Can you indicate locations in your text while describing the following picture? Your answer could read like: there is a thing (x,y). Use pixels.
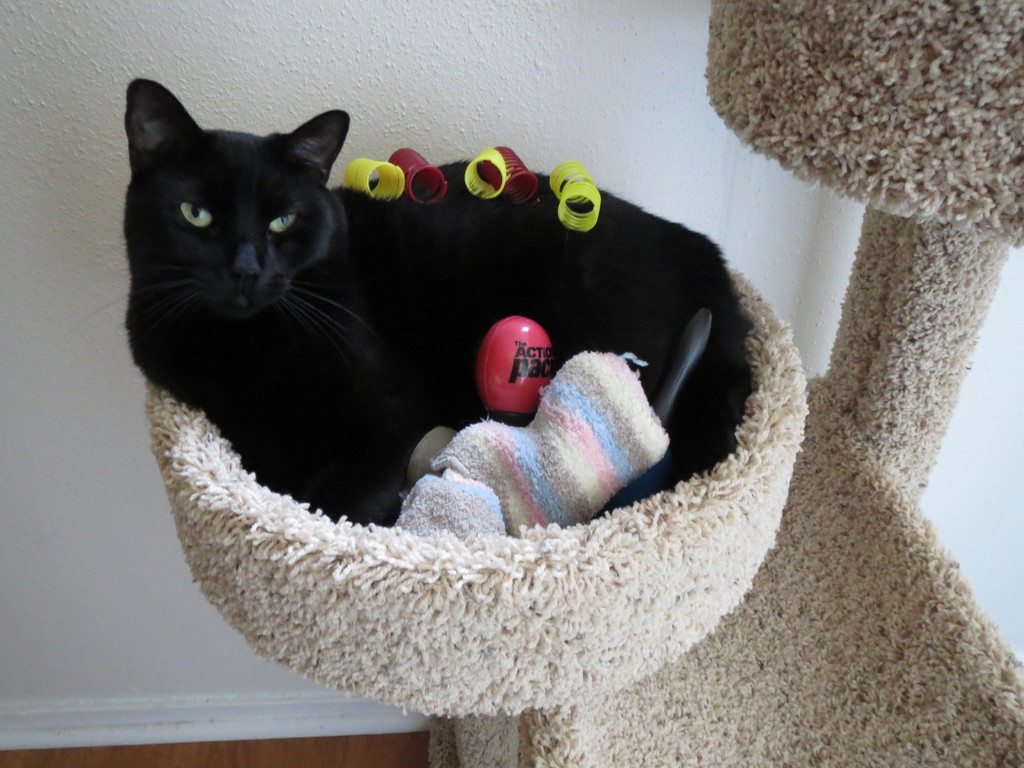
In this image we can see a black cat (377,303) is sitting in a sofa like structure thing (623,589). Behind white wall (225,99) is there.
